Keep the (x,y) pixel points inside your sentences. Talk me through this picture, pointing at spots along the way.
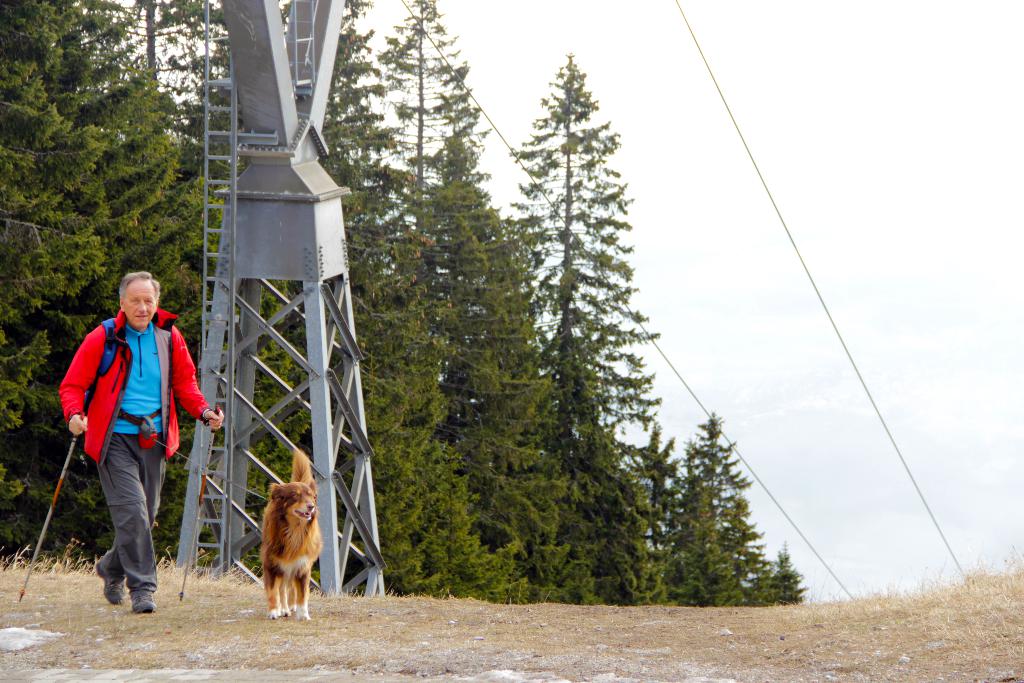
In this image, I can see a dog (271,611) and a person (140,592) walking by holding the trekking poles (184,596). Behind the person (131,568), there is a ladder (227,492) to an electric pole (318,381), wires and I can see the trees (628,356). In the background (663,141), there is the sky (908,293).
